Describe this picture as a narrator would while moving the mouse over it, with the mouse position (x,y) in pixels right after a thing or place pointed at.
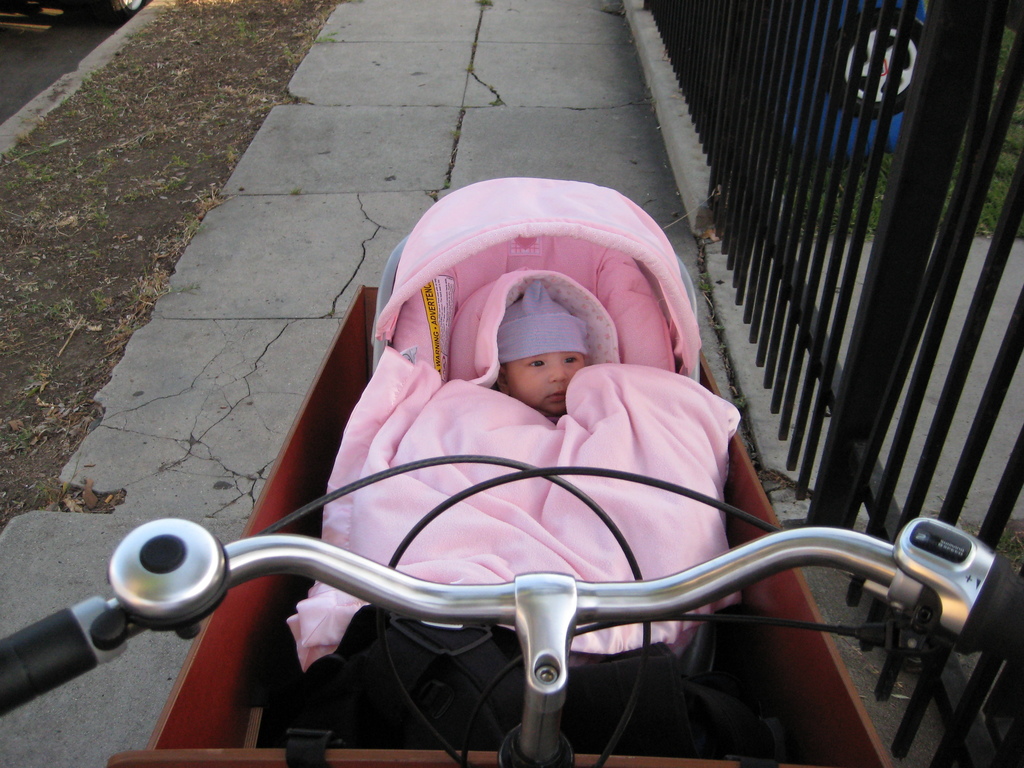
In this image I see the cycle handle (482,600) and I see the trolley (237,736) on which there is pink color cloth (445,261) and I see a baby (554,353) in it and I see the path (517,125) and over here I see the black color rods (765,42).
